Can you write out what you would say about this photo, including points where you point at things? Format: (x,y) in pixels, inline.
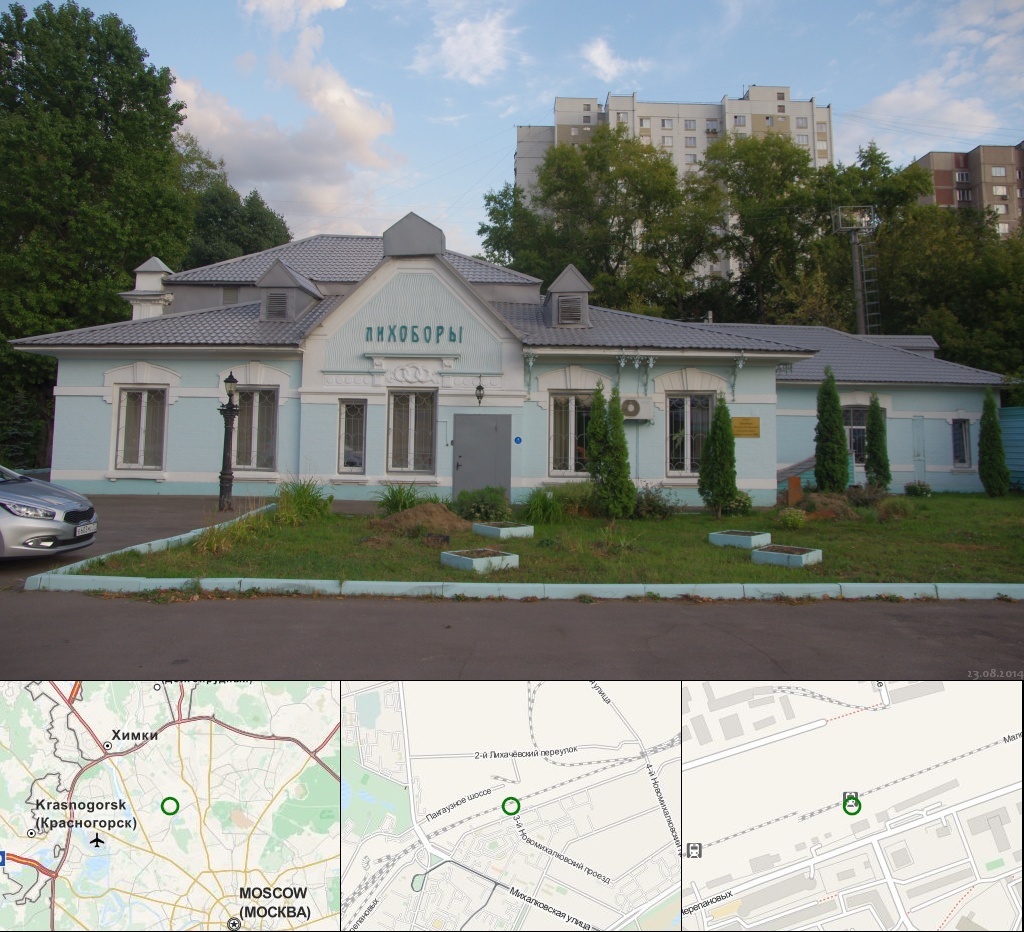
In this image I can see the board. In the background (21,515) I can see the vehicle (14,543), trees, pole (224,469) and the house (456,390) with windows (417,394). I can also see many trees (985,244), buildings (650,126), clouds (385,132) and the sky (557,65).
